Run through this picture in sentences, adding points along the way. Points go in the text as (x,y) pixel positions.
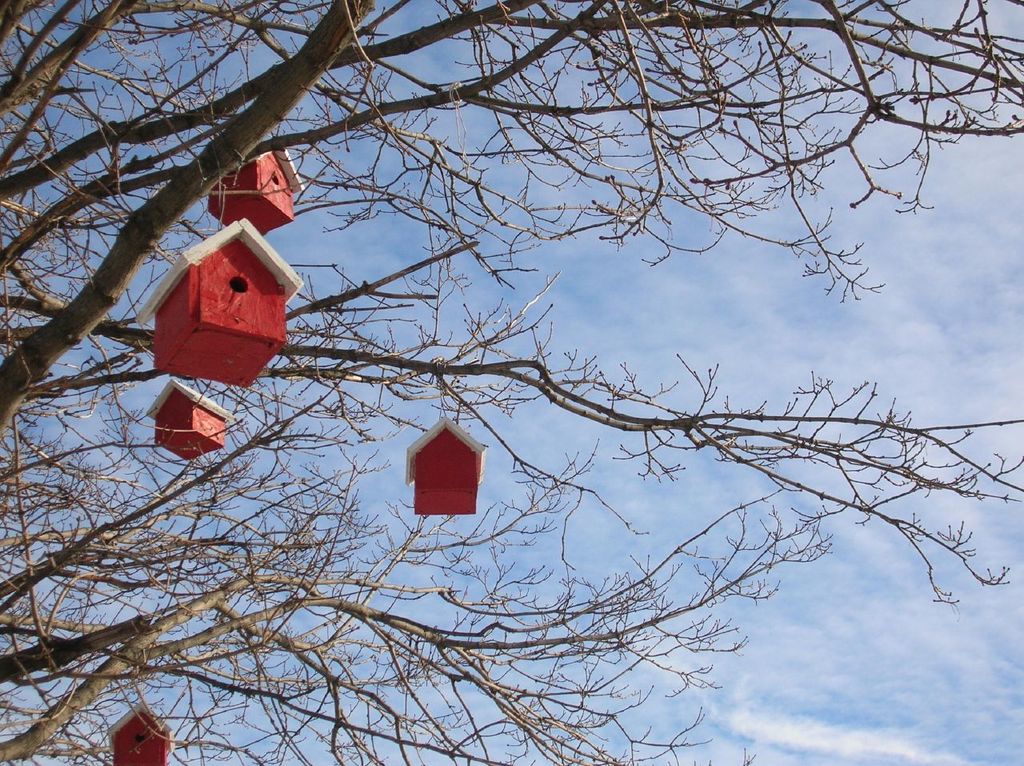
In this image we can see house like structures (201,300) hanged to the branch (168,673) of a tree (149,671). In the background (603,350) there is a sky (725,313) and clouds (828,312).
